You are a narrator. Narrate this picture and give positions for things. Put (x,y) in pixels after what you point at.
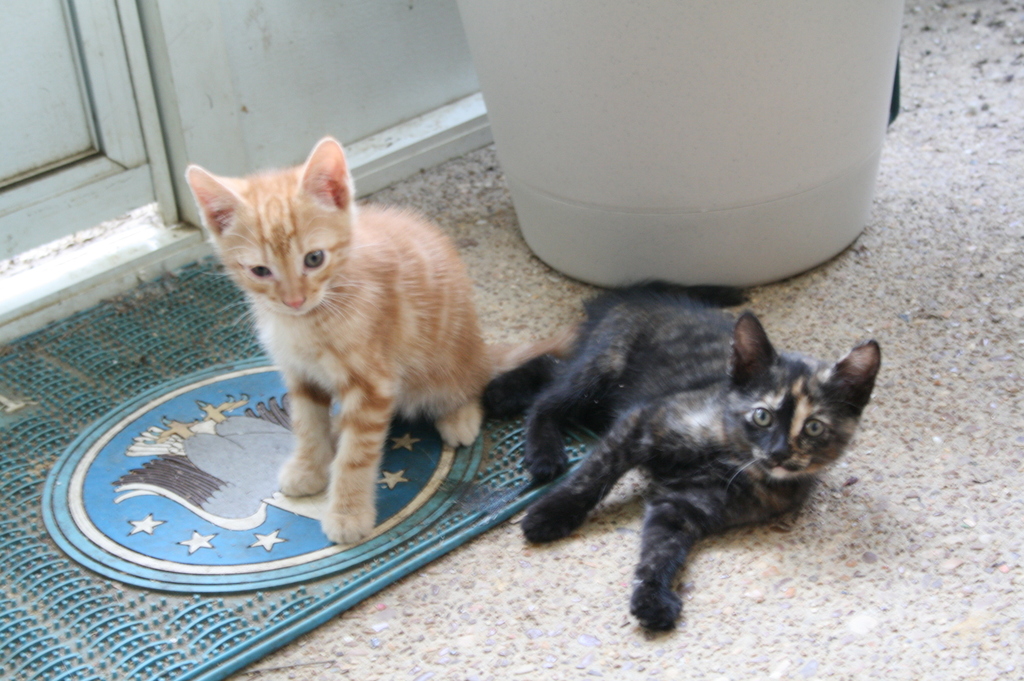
In this picture we can observe two kittens (619,402). They are in cream and black colors. One of the kitten (385,326) is sitting and the other is lying on the floor (920,264). We can observe a floor mat (134,491) which is in blue color. There is a white color container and door (57,197) and wall (344,63) in the background (311,87).
